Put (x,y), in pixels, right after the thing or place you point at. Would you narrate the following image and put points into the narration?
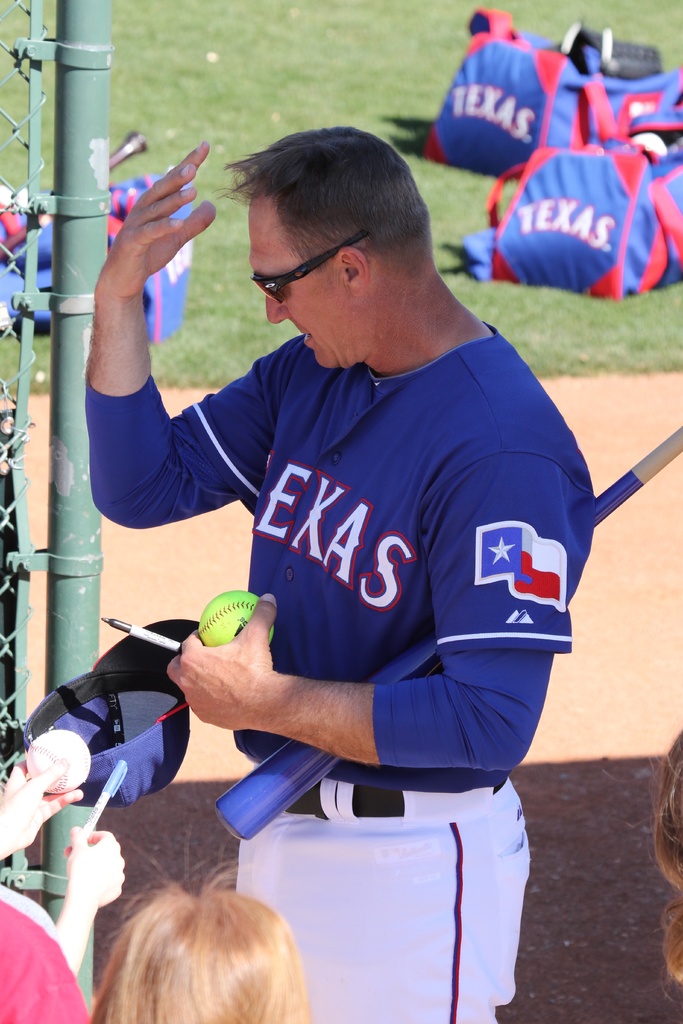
In this picture in the front (214,725) there are persons (120,860) and there is a man (352,655) holding a baseball bat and ball (229,642) and a pen (175,650) in his hand (195,647). In the left (77,247) there is a pole (58,300) which is green in colour and on the left side (12,362) there is a fence (12,381). In the background (582,174) there are bags (540,154) with some text (567,204) written on it and there is grass (312,118) on the ground (401,82).
